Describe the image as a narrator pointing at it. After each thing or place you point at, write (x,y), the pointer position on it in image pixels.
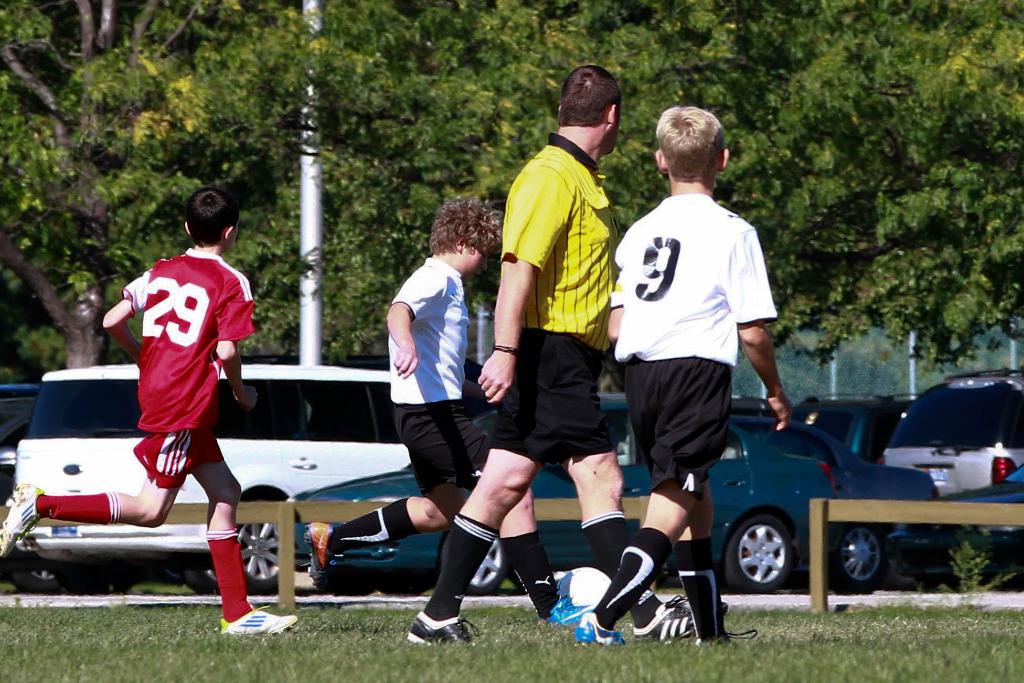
In the picture we can find some boys (640,223) and one man (533,229). In the background (379,205) we can find some cars (6,477), trees (389,215), pole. And the man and boys (459,272) are walking on the grass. The man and boys (443,278) are wearing socks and the shoes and T-shirts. They are three boys (203,382) and one man (506,263).
